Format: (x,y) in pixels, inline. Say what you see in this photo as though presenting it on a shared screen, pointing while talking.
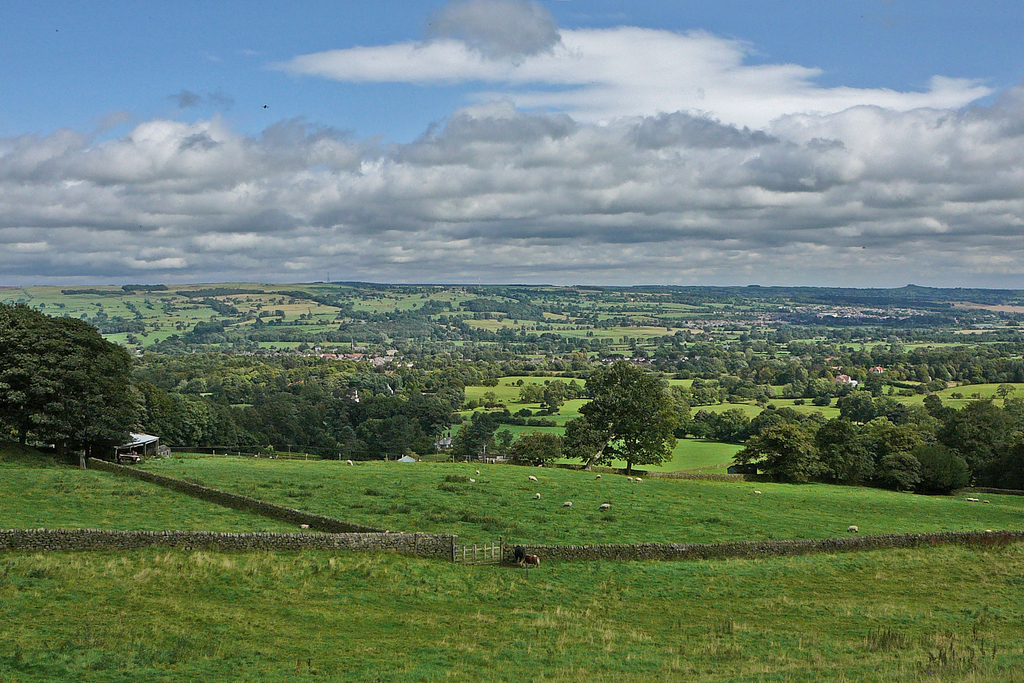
There are animals (530,562), on the grass (637,492) on the ground (418,510). Around them, there is a wall (923,545) with the gate (491,562). In the background (30,389), there are trees (704,426) and clouds (761,158) in the blue sky (180,30).
